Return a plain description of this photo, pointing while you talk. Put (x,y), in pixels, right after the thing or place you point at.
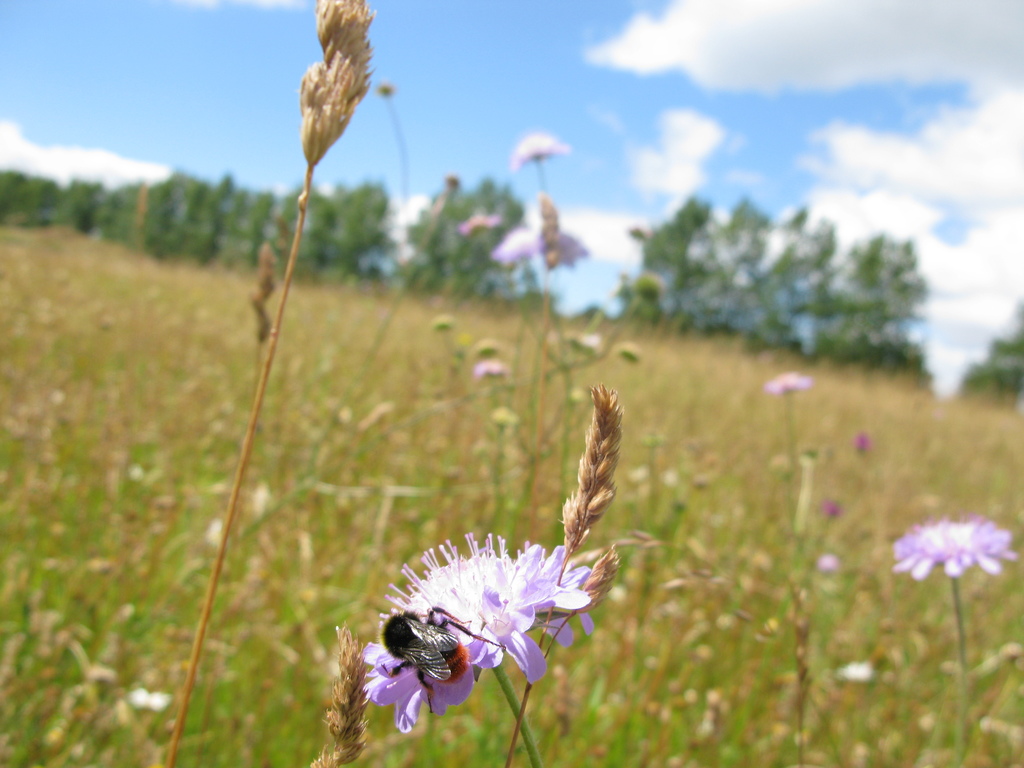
There are flower plants (495,561) at the bottom of this image (854,665). We can see trees (740,323) in the background (634,307). The cloudy sky (695,172) is at the top of this image (688,150).
